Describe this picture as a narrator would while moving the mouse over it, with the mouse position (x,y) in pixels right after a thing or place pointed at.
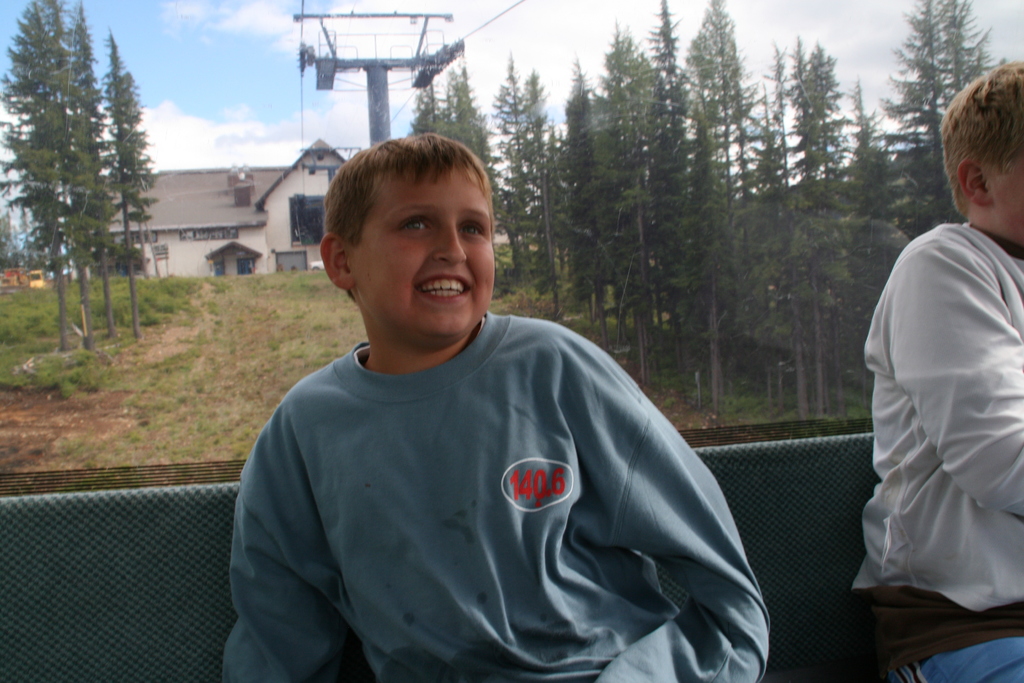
It seems to be an inside view of a vehicle (186,533). Here I can see two persons (629,551) sitting on a seat (795,498). One person (436,339) is smiling. At the back of these people (458,322) there is a glass (794,208) through which we can see the outside view. In outside there are many trees (547,162), a building (263,199) and a pole (372,67). At the top of the image (201,59) I can see the sky (192,82) and clouds (204,126).
